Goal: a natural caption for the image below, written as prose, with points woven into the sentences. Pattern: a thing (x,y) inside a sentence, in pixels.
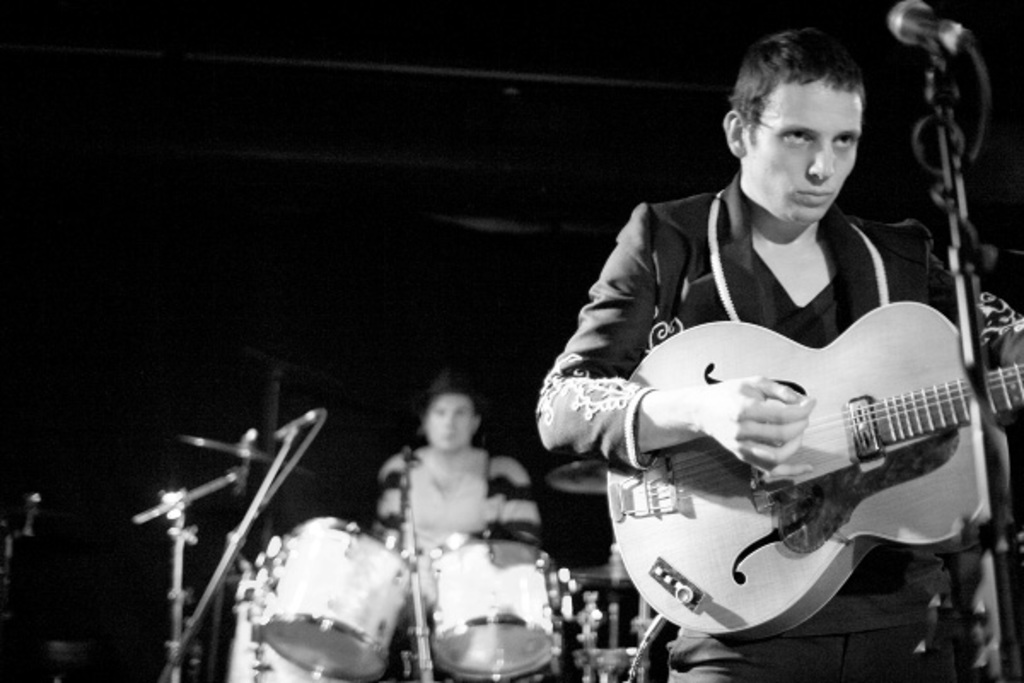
in this image the big stage (199,451) is there the two person (698,301) they are playing the instruments (788,385) and one person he playing the guitar (839,514) and another person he is playing the drums (478,618) in front of the mike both of the person (422,466) are wearing the shirt (514,480) and pant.
